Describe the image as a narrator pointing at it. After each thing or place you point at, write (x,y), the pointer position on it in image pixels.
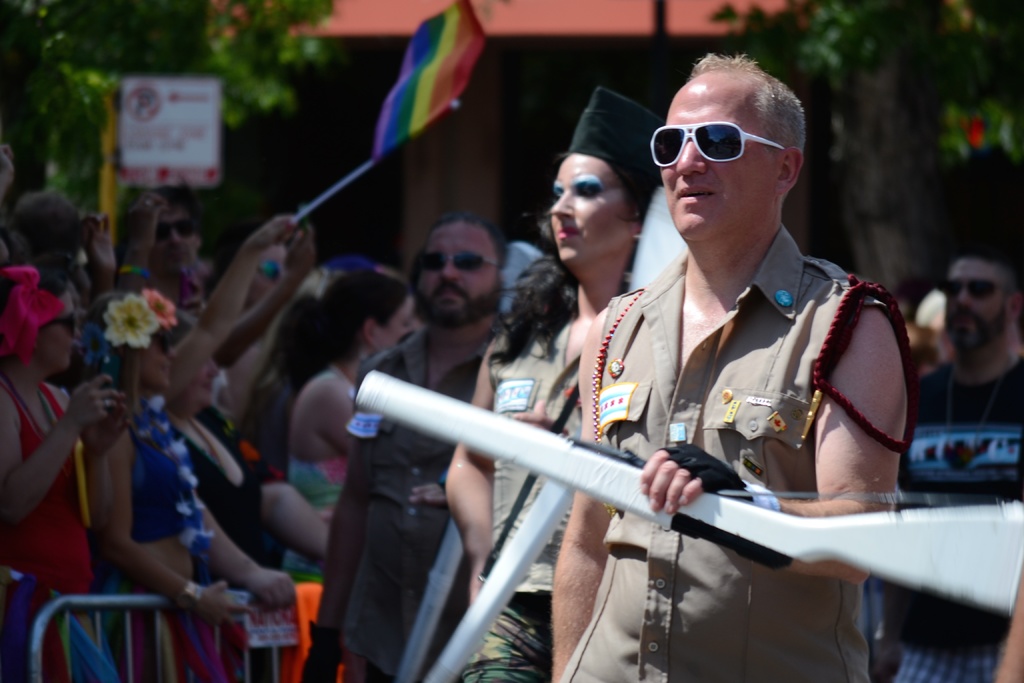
In this picture there are people (716,316), among them few people (407,554) holding guns (453,544) and we can see fence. In the background of the image (180,165) there is a person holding a flag (386,142) and we can see board (150,159) on pole (109,181), trees (936,161) and roof top (649,19).
